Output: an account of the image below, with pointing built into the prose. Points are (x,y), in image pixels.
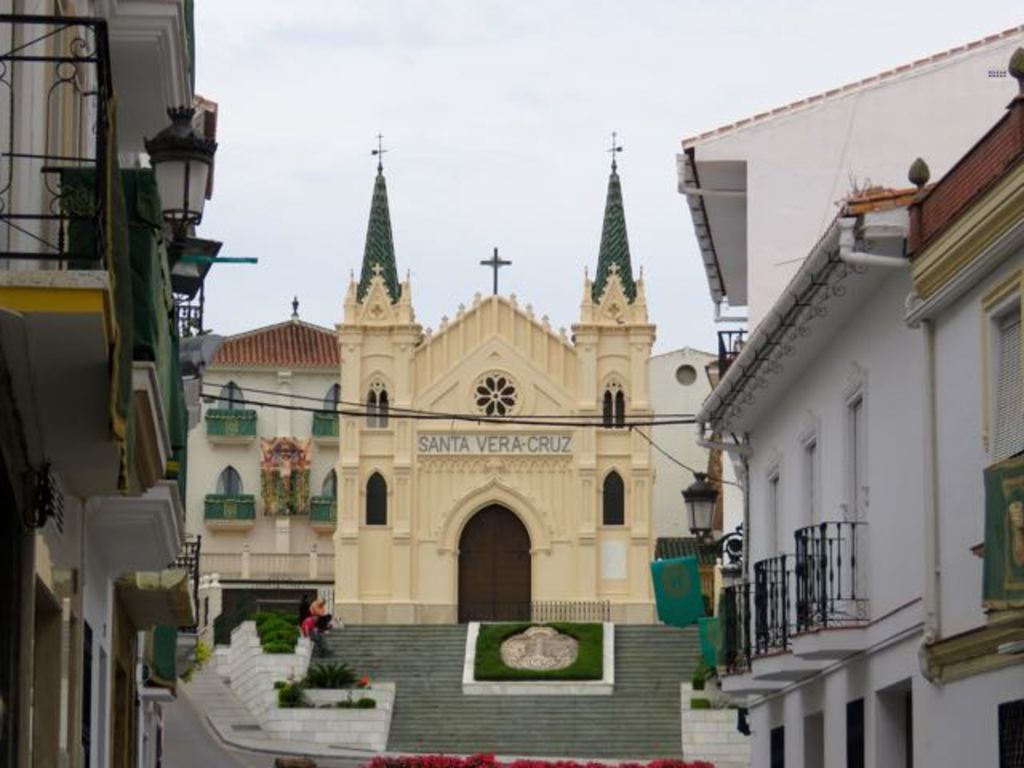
In this image I can see few buildings (636,329), lights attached to the buildings (742,589) and I can see few persons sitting and I can also see few cross symbols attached to the building (527,315). In the background (441,98) the sky (441,98) is in white color.
